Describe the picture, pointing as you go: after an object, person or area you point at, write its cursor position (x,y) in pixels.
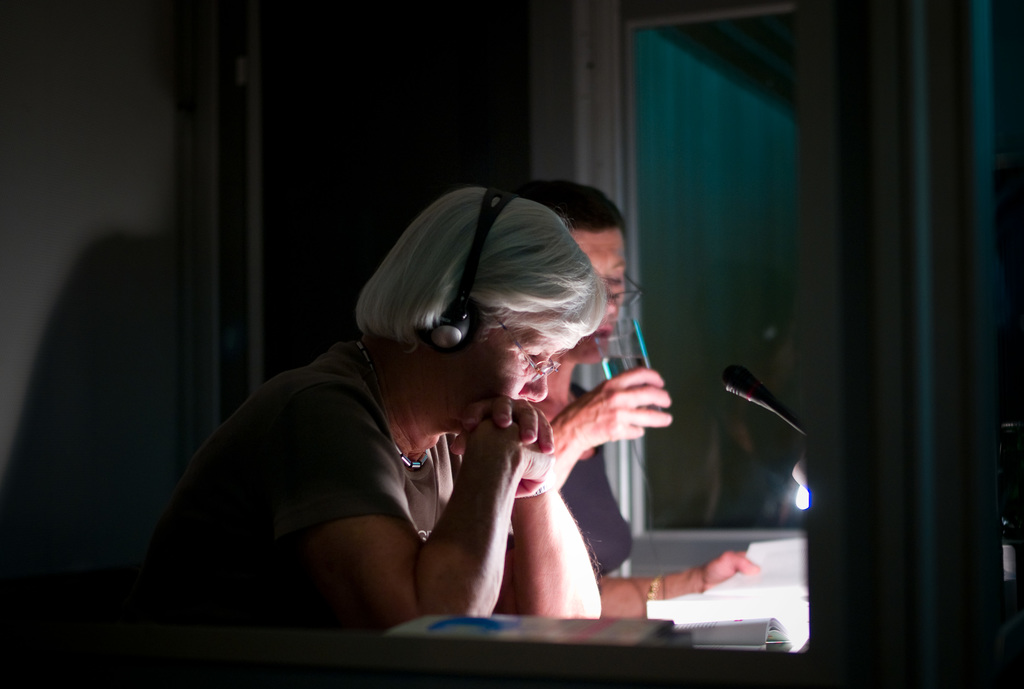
In this image there are two women (560,392), one of them is wearing headphones (460,338) and the other one is drinking a glass (620,349) of water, in front of them there is a mic (732,387) and one of them is holding a book (748,606) in her hand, behind them there are walls (650,550) and glass windows (712,212).
